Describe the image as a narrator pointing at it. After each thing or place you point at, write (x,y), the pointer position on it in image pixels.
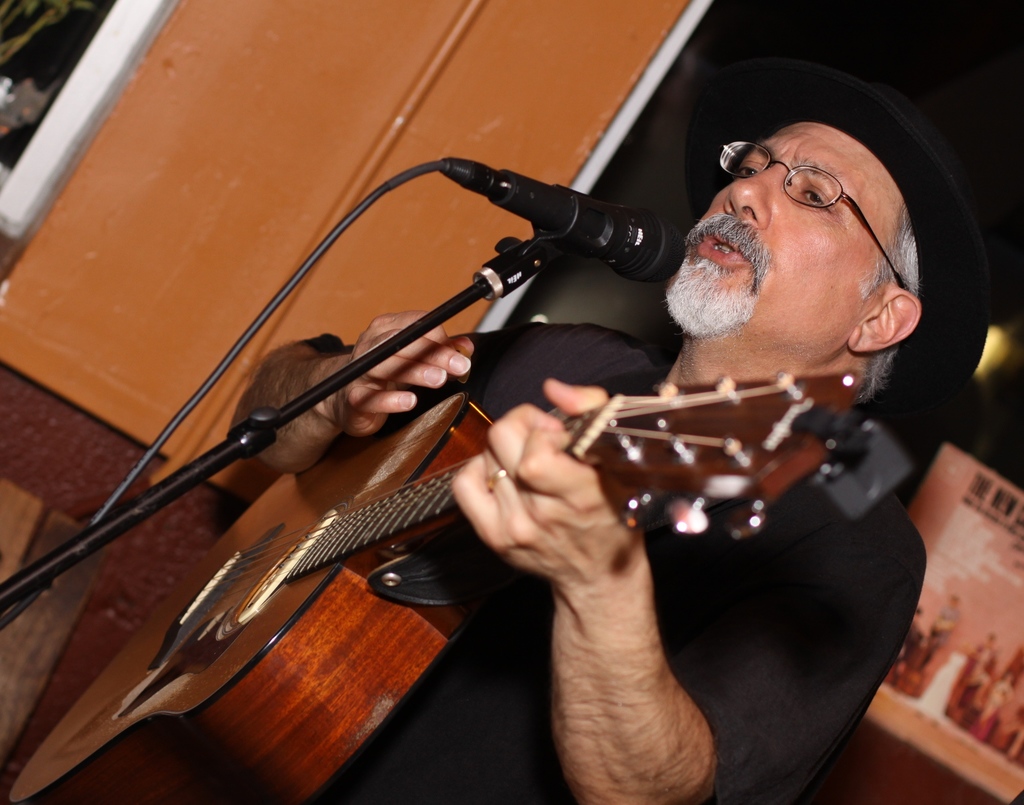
This image consist of a man (712,345) standing and holding a guitar (315,548) in his hand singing in front of the mic (660,251) with a wire (426,168) attached to the mic (549,189). In the background (423,76) there is a wardrobe (372,68). And the man (835,262) is wearing a black colour hat (900,152).
